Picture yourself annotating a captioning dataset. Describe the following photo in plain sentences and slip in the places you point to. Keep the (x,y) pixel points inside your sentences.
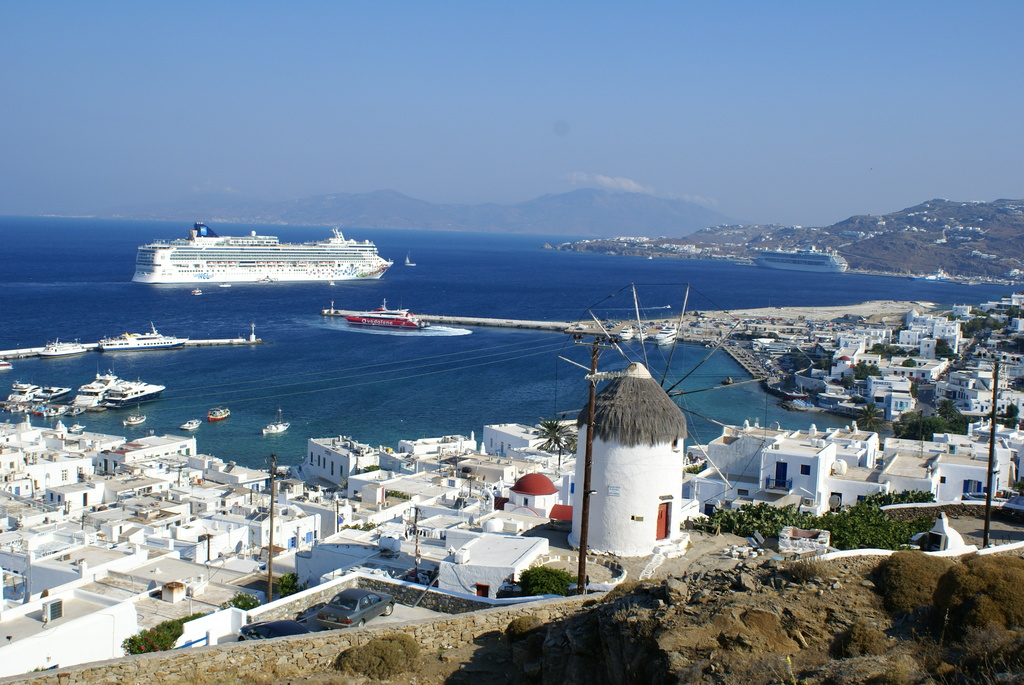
In this image there is a sea (648,268), on that sea (719,279) there are ships (320,266) near to the sea (383,419) there are houses (139,550), in the background (579,221) there are mountains (988,246) and a blue sky (226,192).
